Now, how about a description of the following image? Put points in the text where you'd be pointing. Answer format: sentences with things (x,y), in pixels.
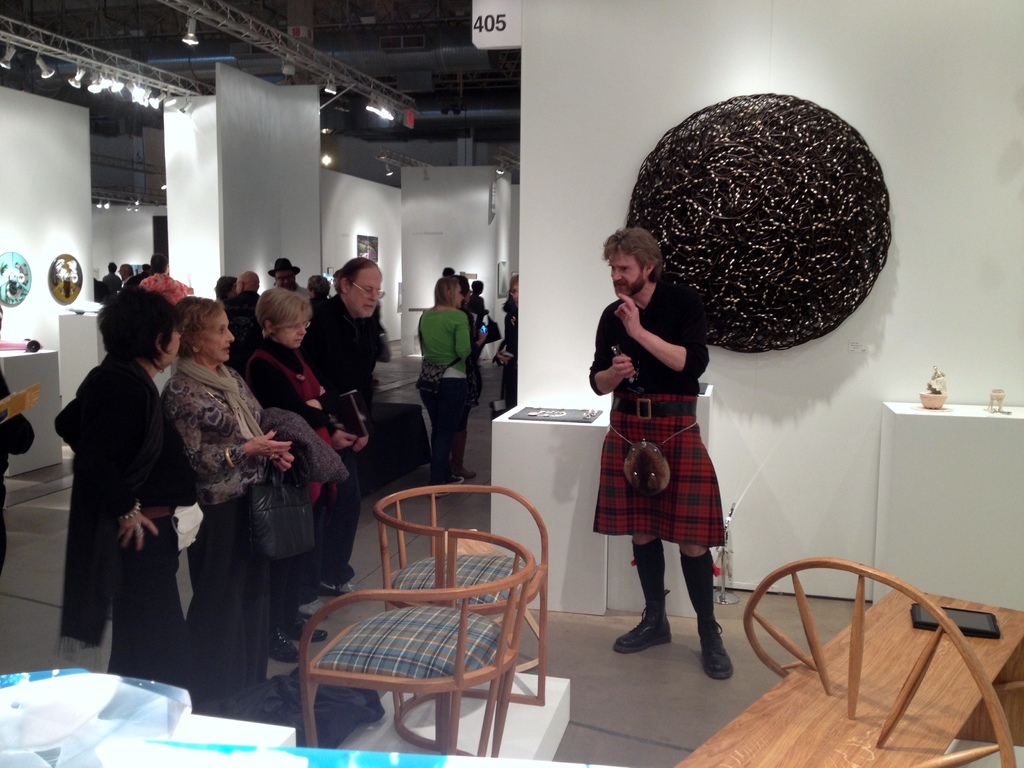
Person (622,276) is standing in the middle of the image (635,271) wearing shoes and socks (705,608). Beside to him there is a chair (428,489) at the left side of image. Few group of people (179,413) are standing at the left side of the image (166,335). There is a bench (807,597) at right side (764,709), tablet (969,628) is there. Antique item (787,313) is hanged on the wall (918,46) behind this person (667,300). Few lights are attached to this rod (77,58) on left top of the image (92,69).
